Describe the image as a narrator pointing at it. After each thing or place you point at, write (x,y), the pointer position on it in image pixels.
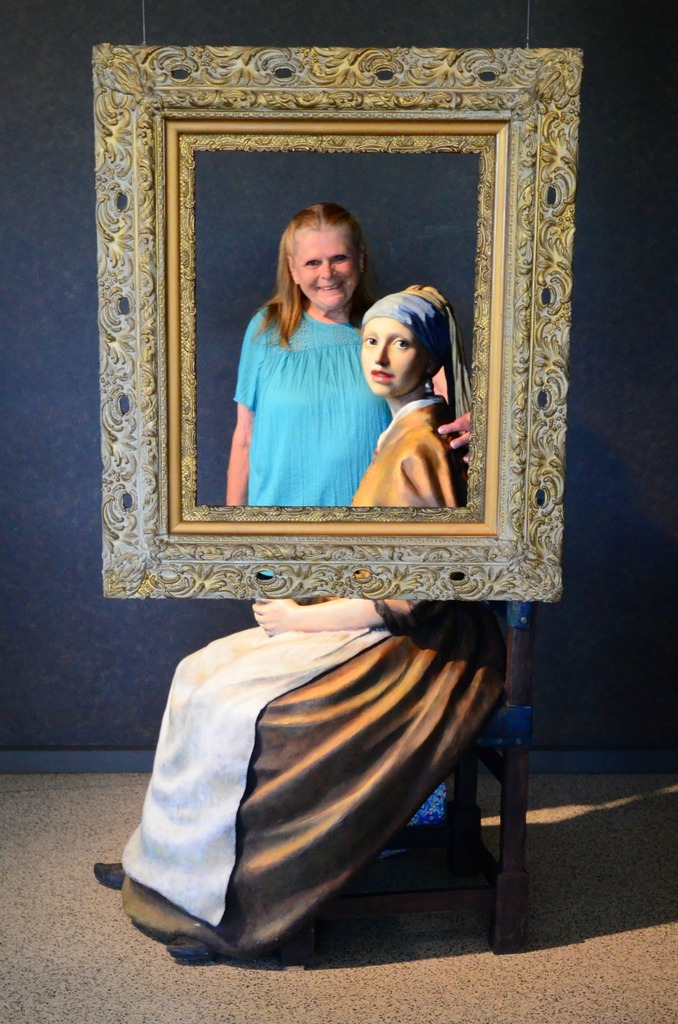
In this image, we can see people (424,652) and one of them is sitting on the chair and there is a frame (502,563). In the background (602,522), there is a wall (617,753). At the bottom (274,978), there is a floor (236,980).
